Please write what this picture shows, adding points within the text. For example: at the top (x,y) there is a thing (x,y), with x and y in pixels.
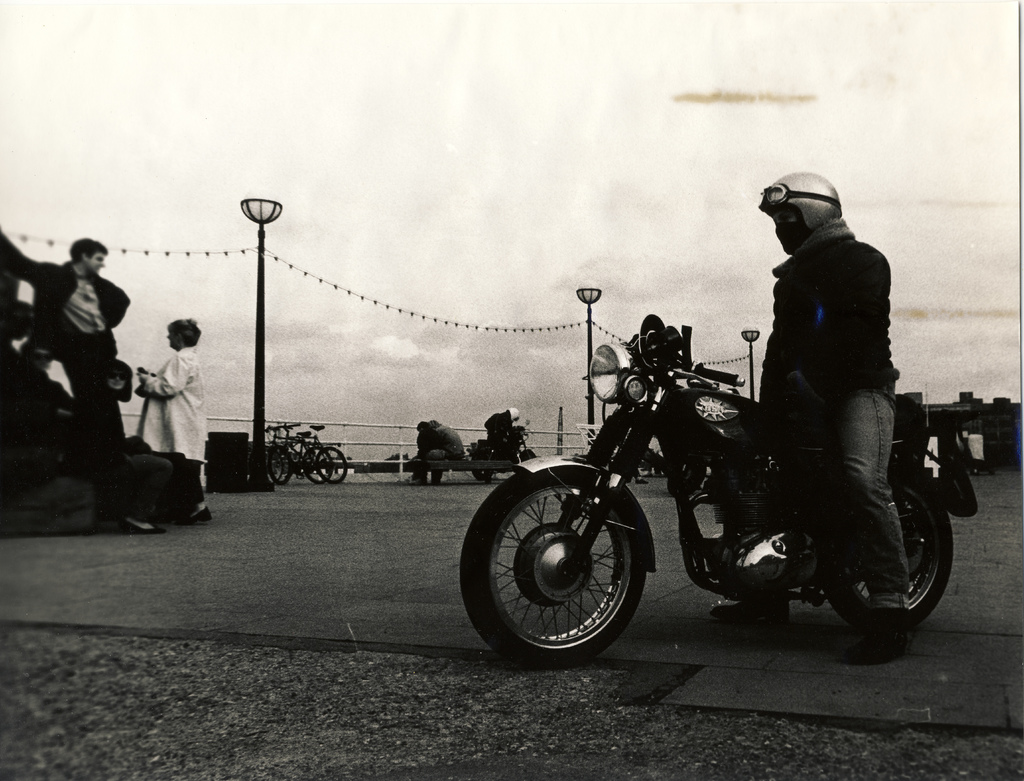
This picture shows a man (828,362) sitting on the bike (661,425) wearing a helmet (803,214) on the road (472,634). There are some people (149,425) standing here and some of them were sitting on the bench (478,466). There is a railing (393,444). In the background (274,206) there is a street light pole (261,276) and a sky (382,210) with some clouds (598,255) here.
